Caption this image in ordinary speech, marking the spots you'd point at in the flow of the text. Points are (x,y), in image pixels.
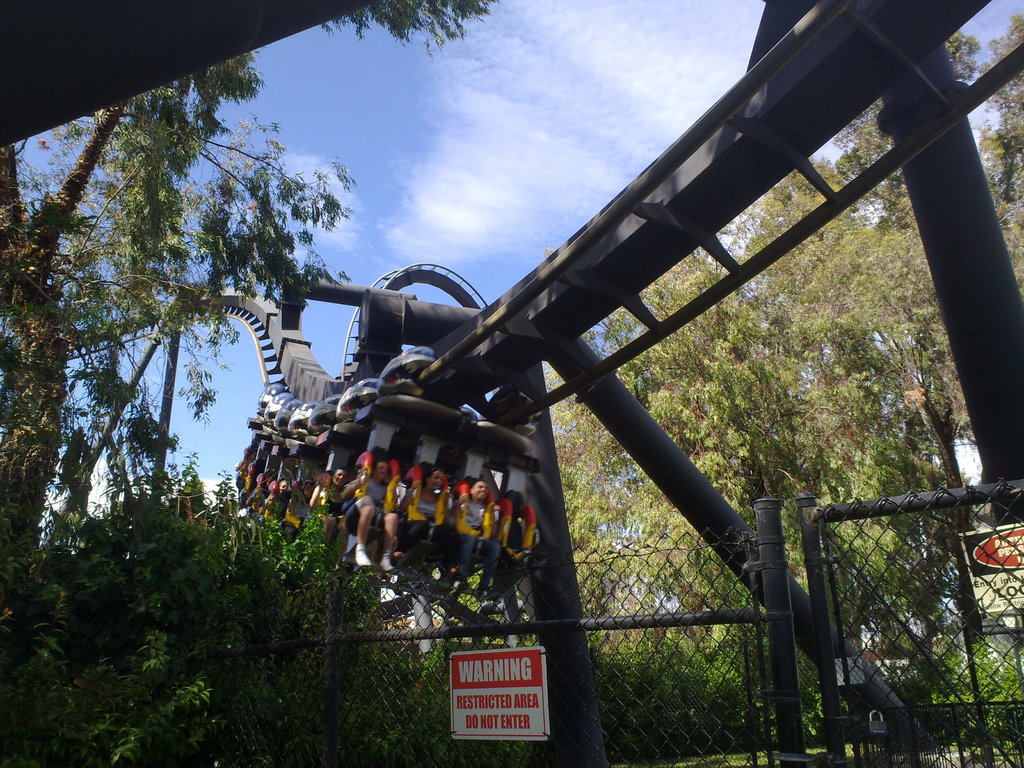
In the picture we can see these people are riding the roller coaster (903,118). Here we can see the fence (460,590), caution boards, trees (262,159) and the blue sky (525,168) with clouds (493,187) in the background (667,75).
